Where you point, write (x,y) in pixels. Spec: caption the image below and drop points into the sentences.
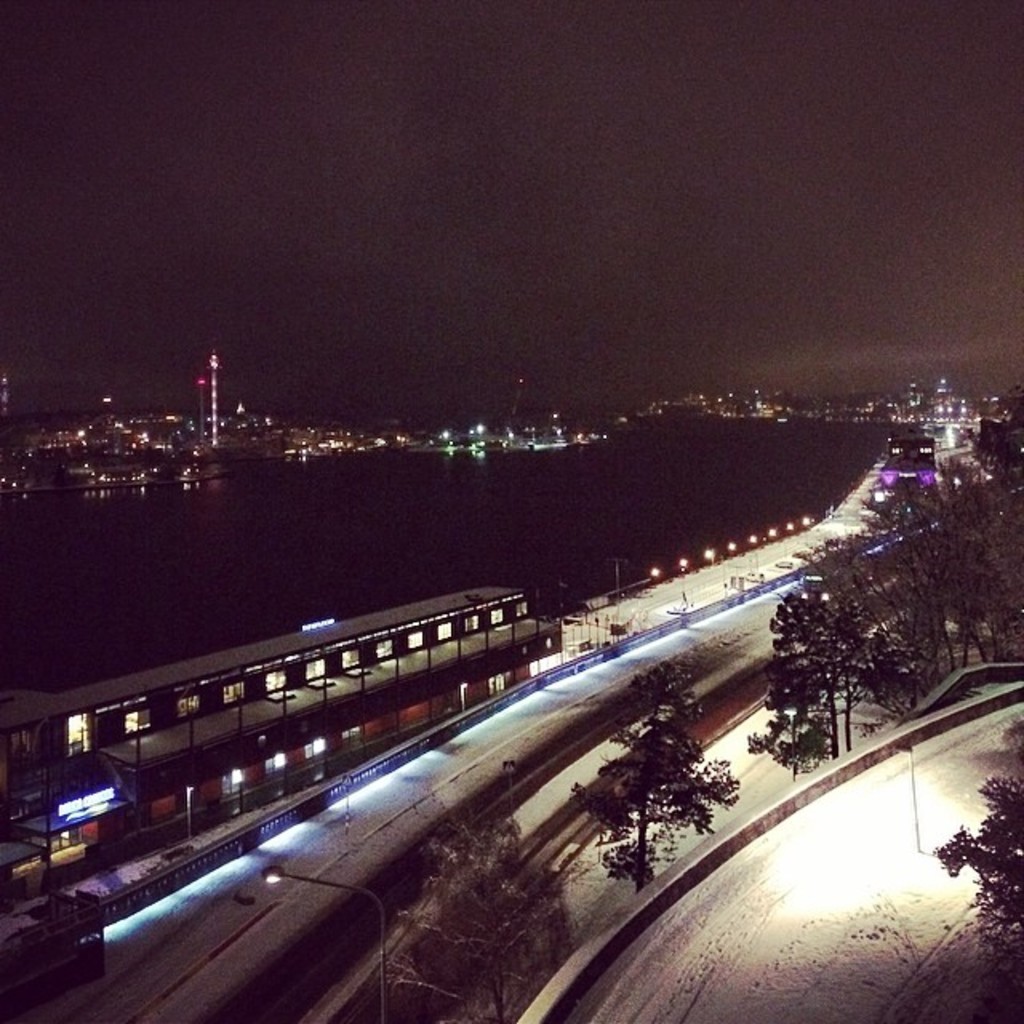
In this image we can see some buildings (522,632), street lights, tower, roads (791,553) and other objects (757,834). On the right side of the image (784,709) there are trees (801,695) and a road (798,827). At the top of the image (484,158) there is the sky (632,139).
